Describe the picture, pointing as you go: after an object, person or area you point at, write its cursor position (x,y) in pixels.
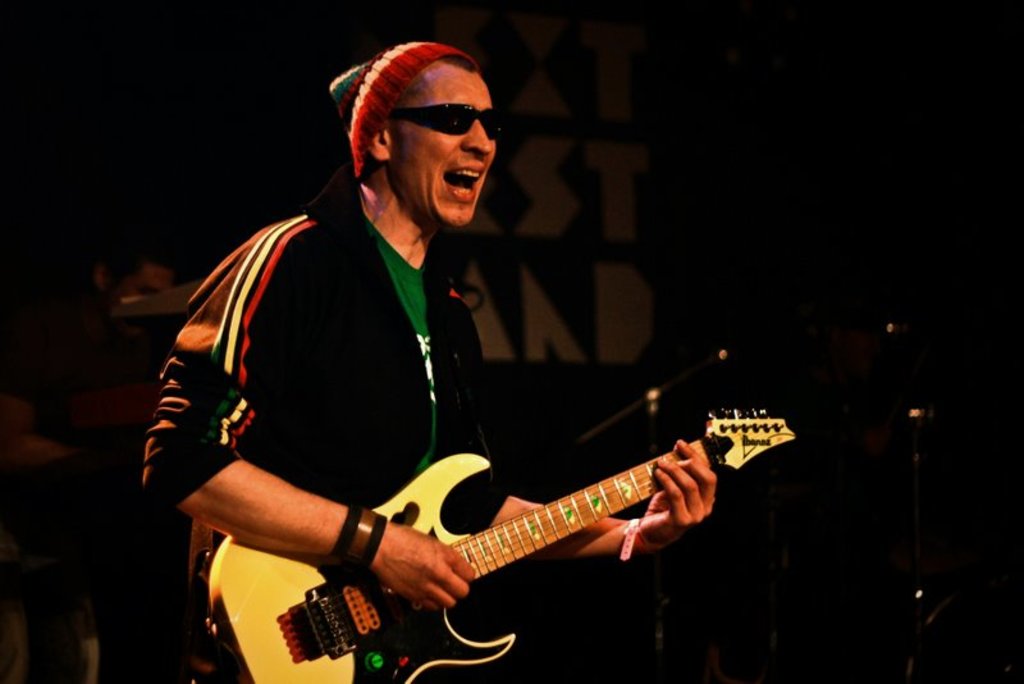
Here we can see a man (451,275) playing a guitar (474,559), singing, wearing goggles (424,118) and cap (385,86).
